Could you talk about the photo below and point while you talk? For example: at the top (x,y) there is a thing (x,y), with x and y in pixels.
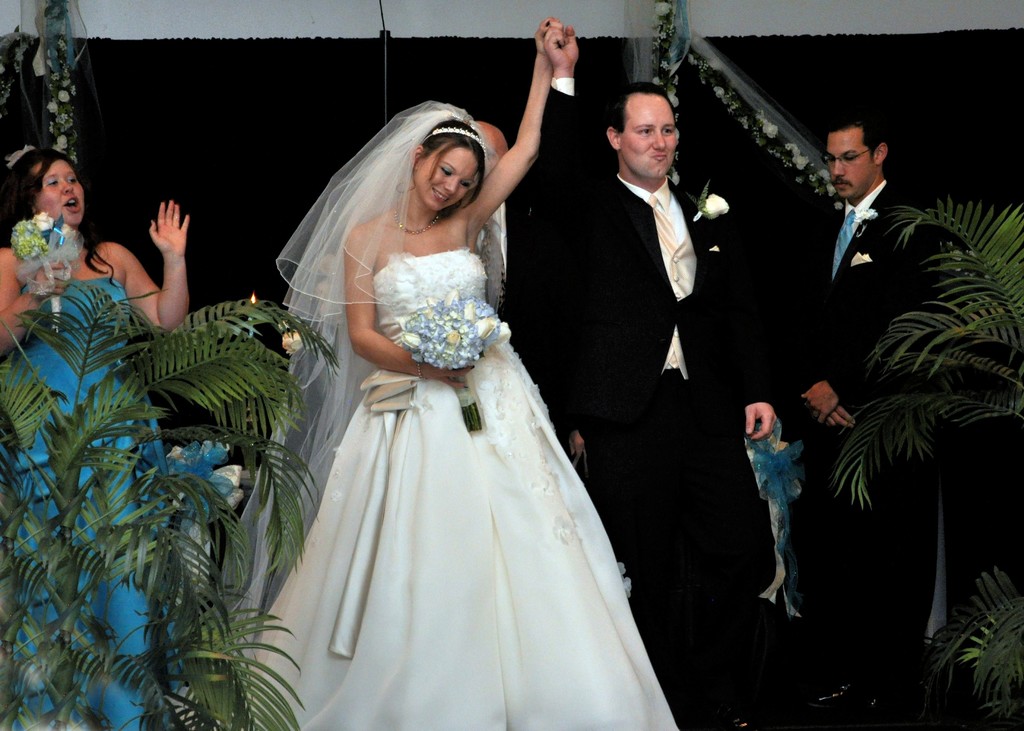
This picture describes about group of people (437,396), in the middle of the image (411,251) we can see a woman (394,325), she wore a white color dress (436,486) and she is holding a bouquet (473,426), beside to her we can see few plants (896,352).
